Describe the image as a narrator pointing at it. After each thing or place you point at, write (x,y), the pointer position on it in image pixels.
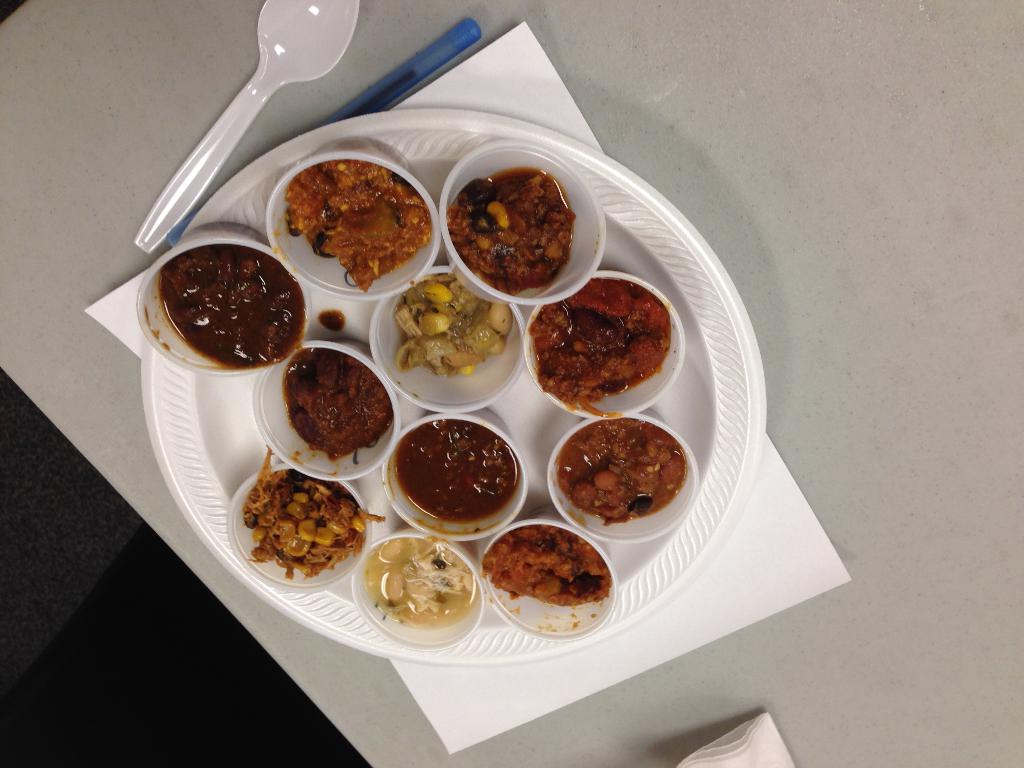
In this image we can see there are food items (548,369) in the plate (364,340). There is a spoon (286,32) and a pen (387,89).
